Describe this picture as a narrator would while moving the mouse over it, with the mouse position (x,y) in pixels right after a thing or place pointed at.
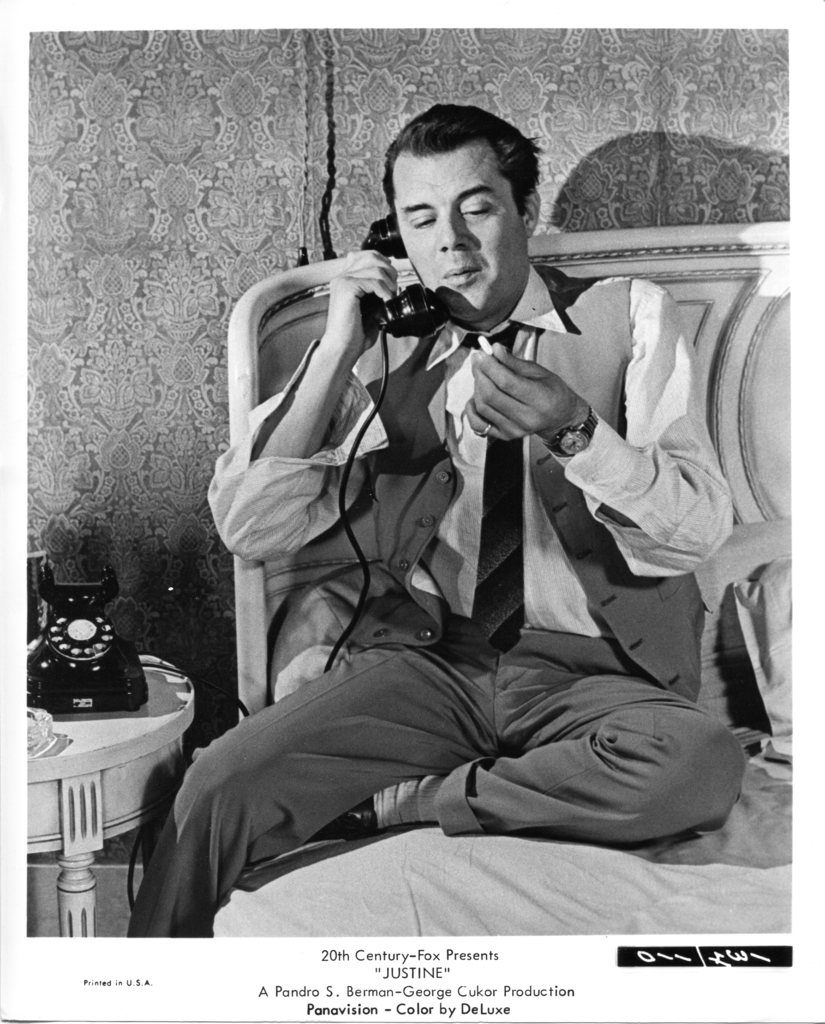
In the image we can see a poster (626,303). In the poster (737,444) a person (609,294) is sitting on the bed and holding a phone (396,312). Behind him there is wall (76,260). In the bottom left corner of the image (48,849) there is a table (39,727), on the table (39,727) there is a landline phone (114,667). At the bottom of the image (123,980) we can see some text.
